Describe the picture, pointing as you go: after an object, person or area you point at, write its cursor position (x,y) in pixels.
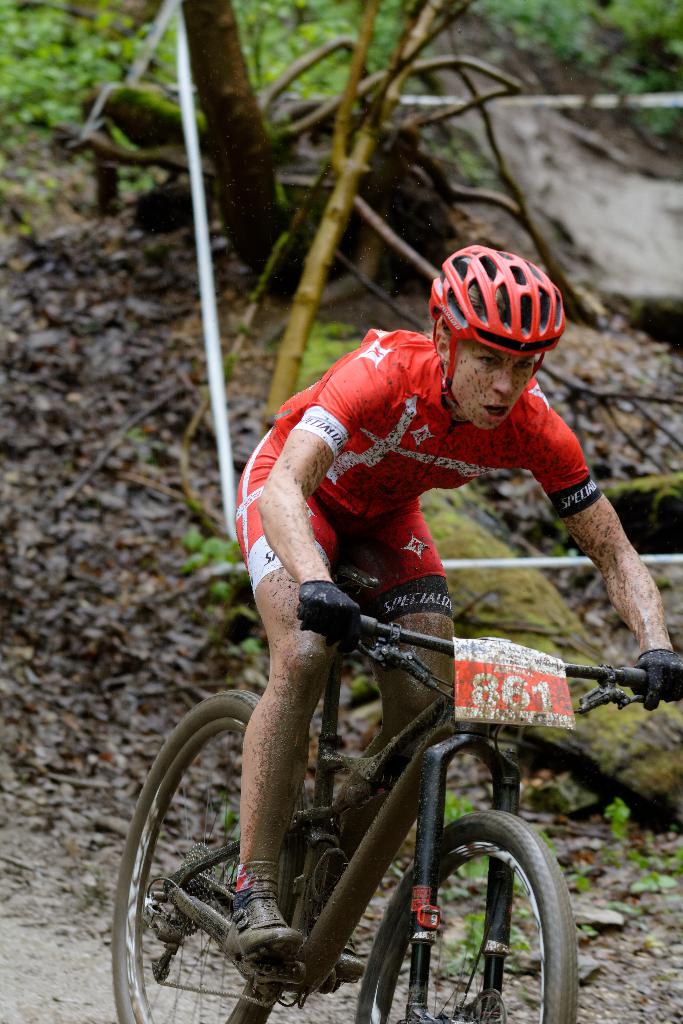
In this picture I can observe a person (300,595) riding a bicycle (446,756). He is wearing red color helmet (509,297). In the background (297,213) I can observe some plants (65,44) and a tree (352,192).
